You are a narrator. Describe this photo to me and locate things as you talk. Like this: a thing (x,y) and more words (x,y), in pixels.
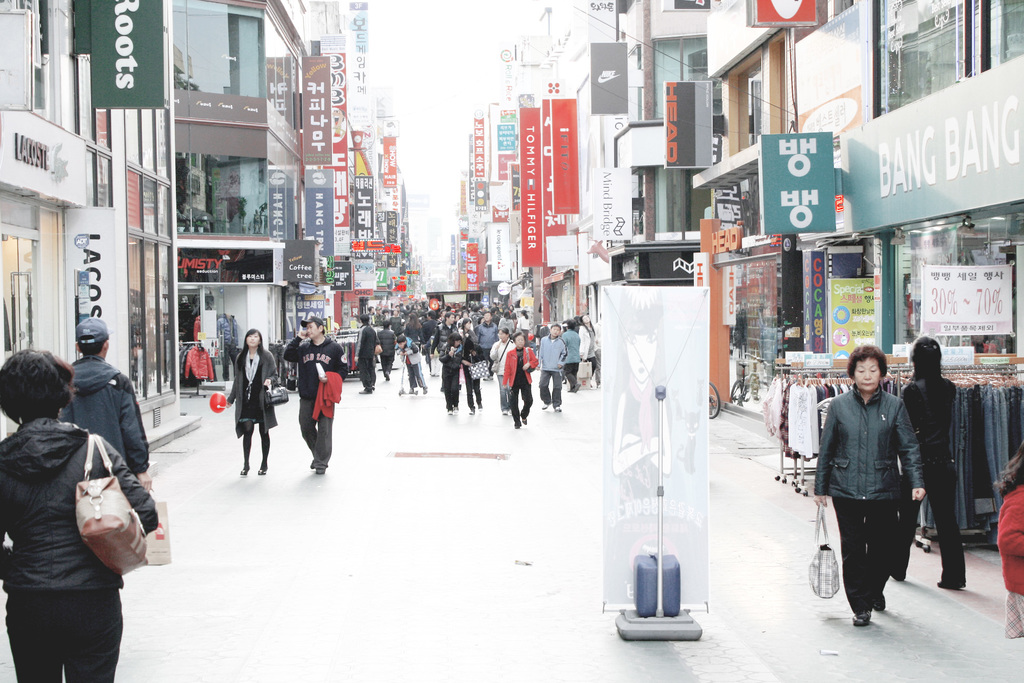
In this image there are a few people (489,342) walking down the street (351,450), on the either side of the street (258,461) there are shops (371,288).
